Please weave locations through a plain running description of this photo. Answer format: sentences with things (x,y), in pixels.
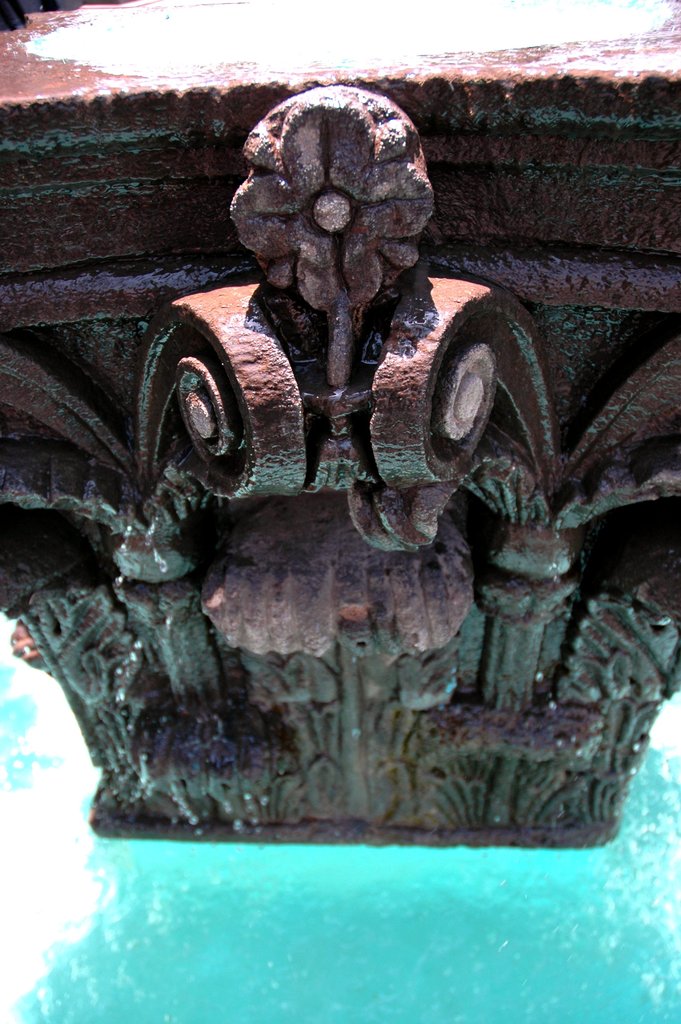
In this picture we can see a carved stone (407,520) here, at the bottom (476,948) there is water (402,944).
